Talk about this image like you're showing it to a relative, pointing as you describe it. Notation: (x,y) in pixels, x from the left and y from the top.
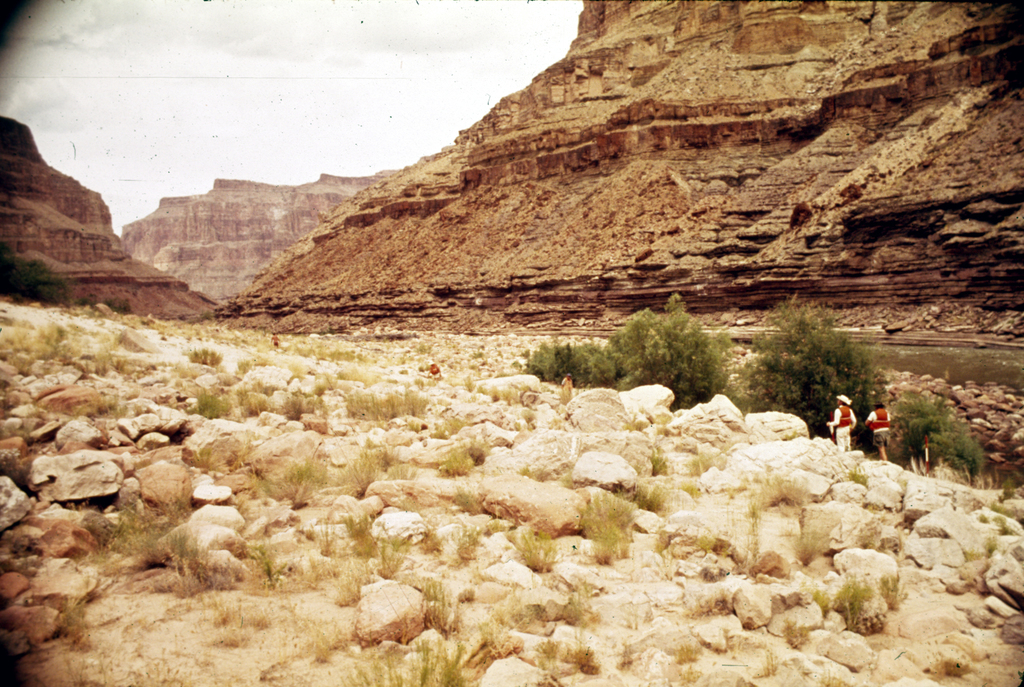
In this image I can see rocks (1002,454) and plants (626,336). There are people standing and there is water (996,366) on the right (928,357). There are mountains (422,226) at the back (415,215). There is sky (272,97) at the top (326,130).
